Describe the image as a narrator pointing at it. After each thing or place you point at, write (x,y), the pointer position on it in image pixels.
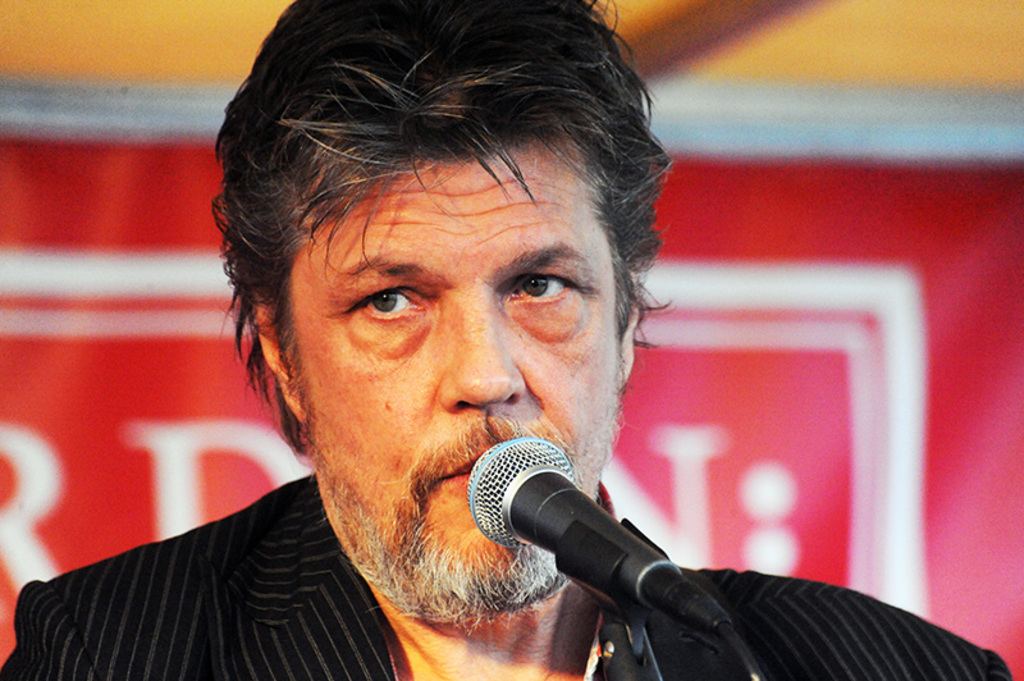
In this image there is a man (422,454) towards the bottom of the image (286,517), there is a microphone (580,546) towards the bottom of the image (529,470), there is a board (845,380) behind the man (256,368), there is text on the board (688,426), there is a roof (180,69) towards the top of the image (106,64).
